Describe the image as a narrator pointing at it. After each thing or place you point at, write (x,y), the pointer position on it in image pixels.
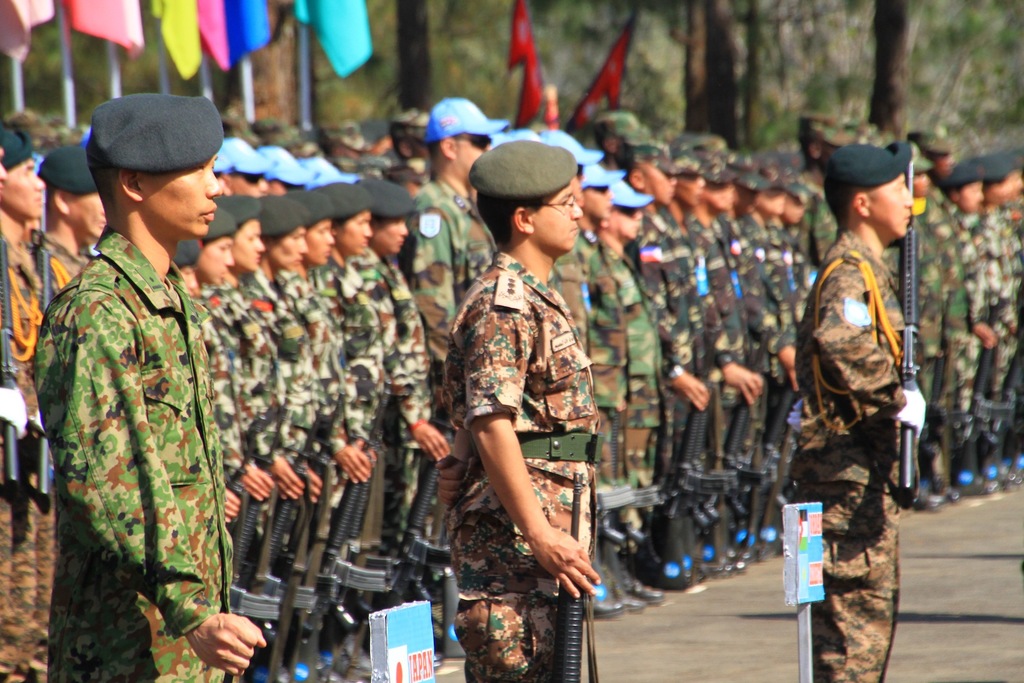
Here we can see people (796,321). These people (938,288) wore military dresses (663,231), caps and holding guns (908,434). Background (817,30) it is blur. We can see flags (527,25) and trees (546,29). These are boards (430,641) and rod (804,614).
